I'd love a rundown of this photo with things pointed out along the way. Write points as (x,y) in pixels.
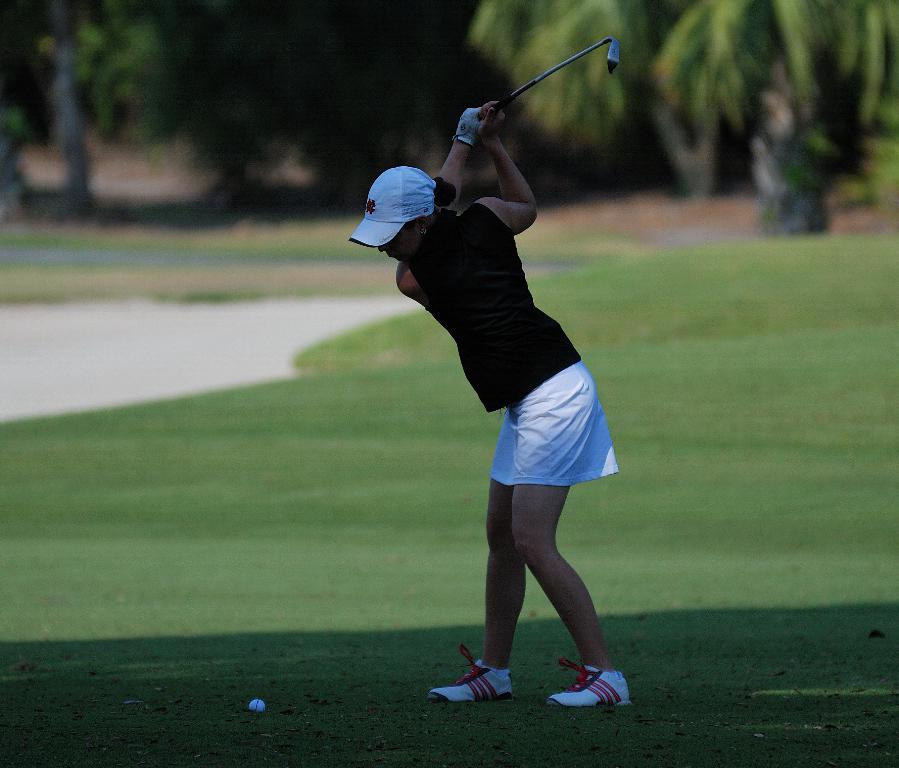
In this image, we can see a woman (555,441) is standing and holding a golf club (545,76). She wore a cap (394,213). At the bottom of the image (257,686), we can see a ball (260,707) on the green surface (267,694). Background (851,406) there is a blur view. Top of the image (12,147), we can see trees (442,109).
